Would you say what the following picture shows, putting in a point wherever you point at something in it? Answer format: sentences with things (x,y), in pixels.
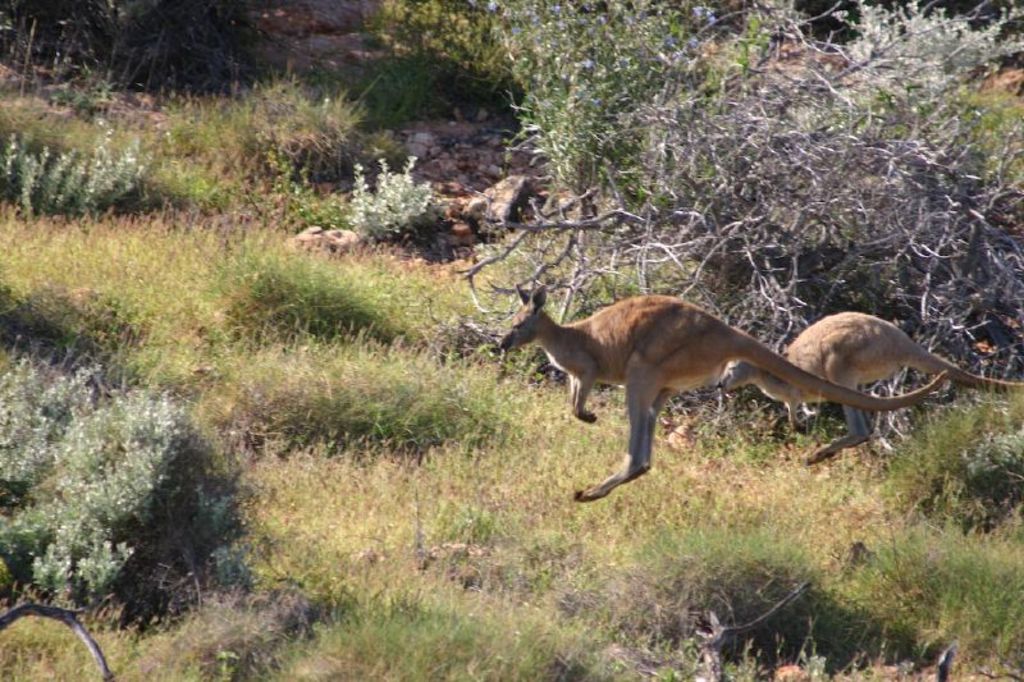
This picture shows couple of kangaroos (619,361) and we see trees (526,239) and plants (287,289) on the ground (27,95).
